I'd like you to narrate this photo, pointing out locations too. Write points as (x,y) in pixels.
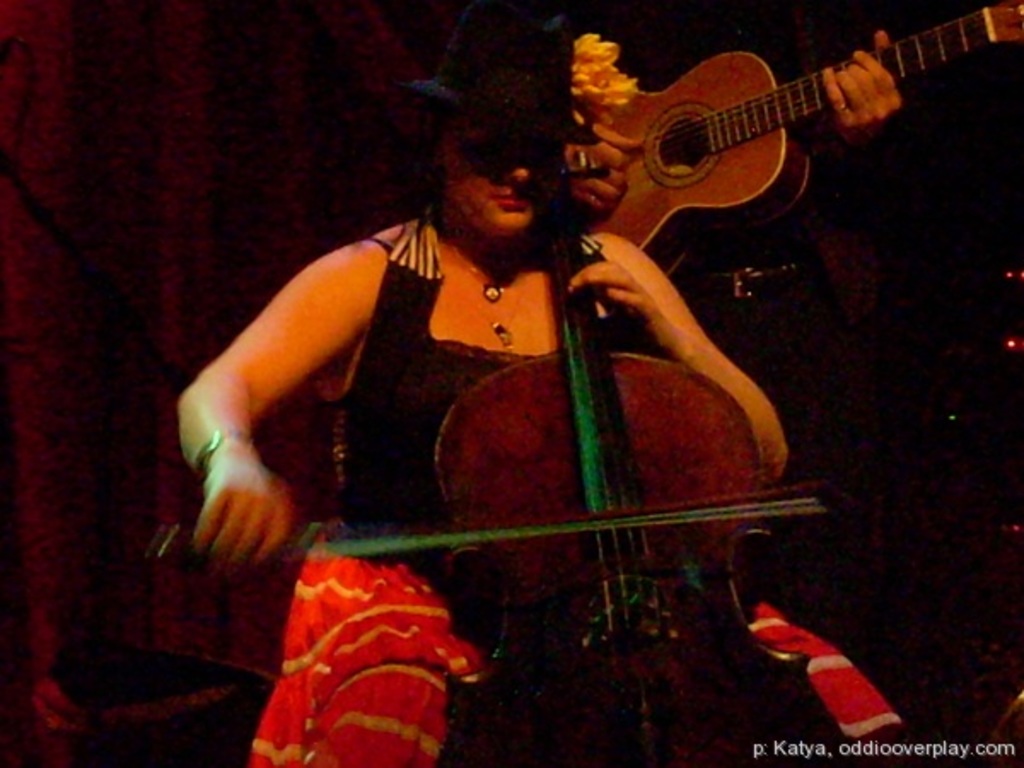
Woman (417,297) playing cello (557,541) wearing hat (524,99).
